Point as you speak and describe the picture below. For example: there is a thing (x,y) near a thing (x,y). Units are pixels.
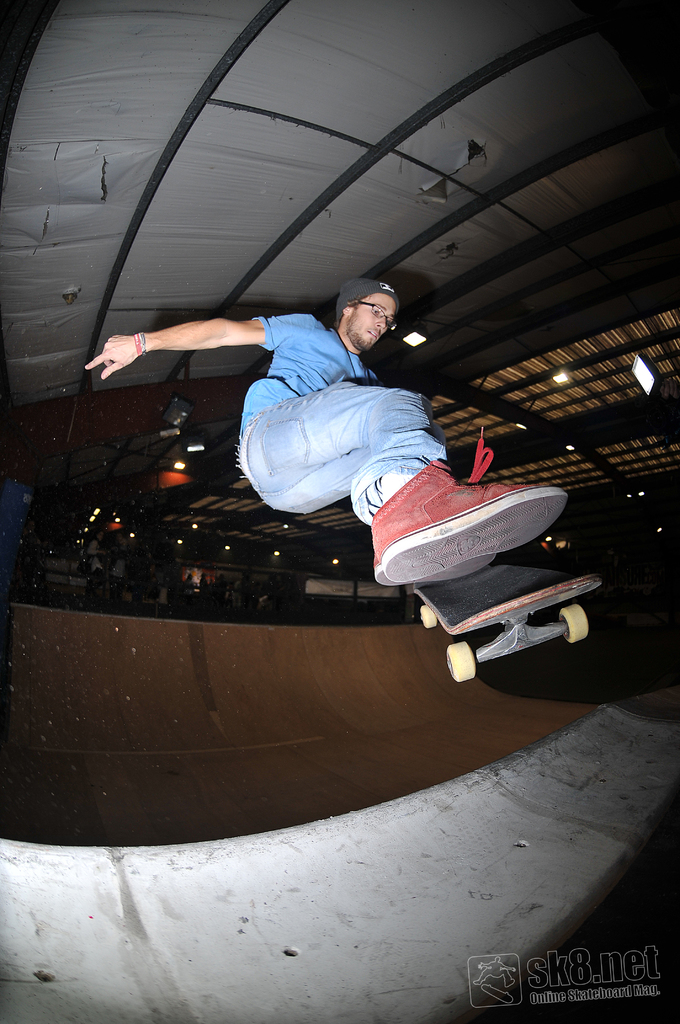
In this image there is a person (365,467) skating with skating board (481,588), in a skating park (608,760), at the top (577,119) there is a ceiling (591,432), in the bottom right (631,950) there is text (565,974).
